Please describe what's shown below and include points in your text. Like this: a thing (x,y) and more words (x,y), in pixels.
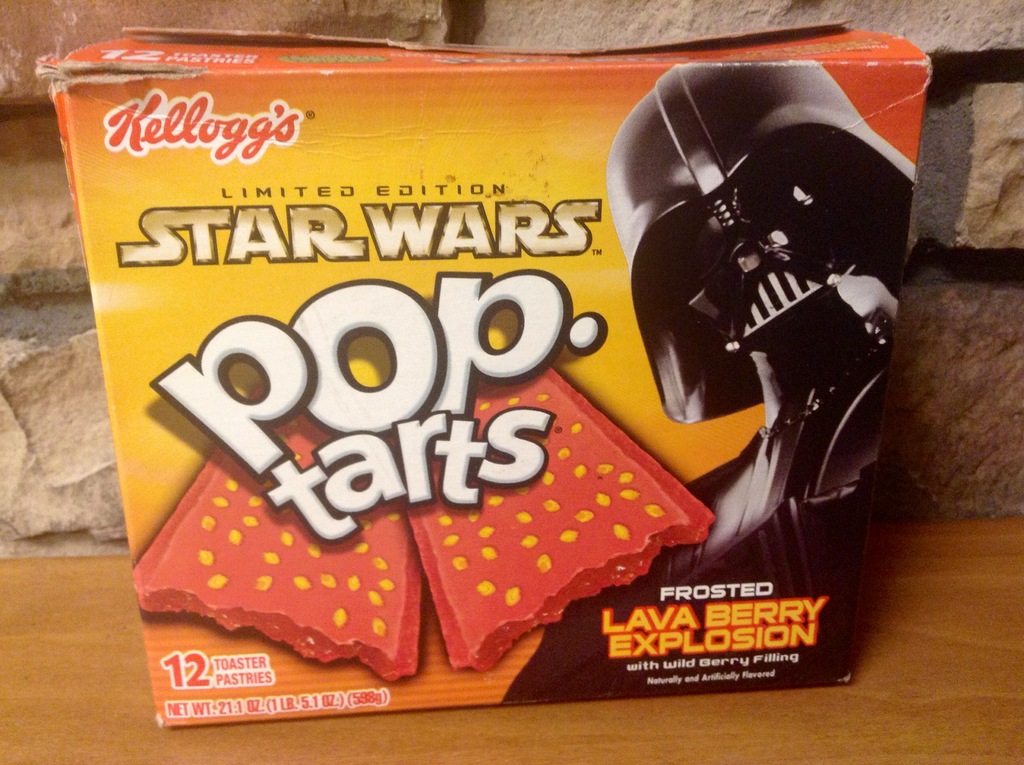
In this image we can see a box (471,276) with text (592,330) and image (493,531) on it, which is on the wooden table (887,660), also we can see the wall (75,450).
